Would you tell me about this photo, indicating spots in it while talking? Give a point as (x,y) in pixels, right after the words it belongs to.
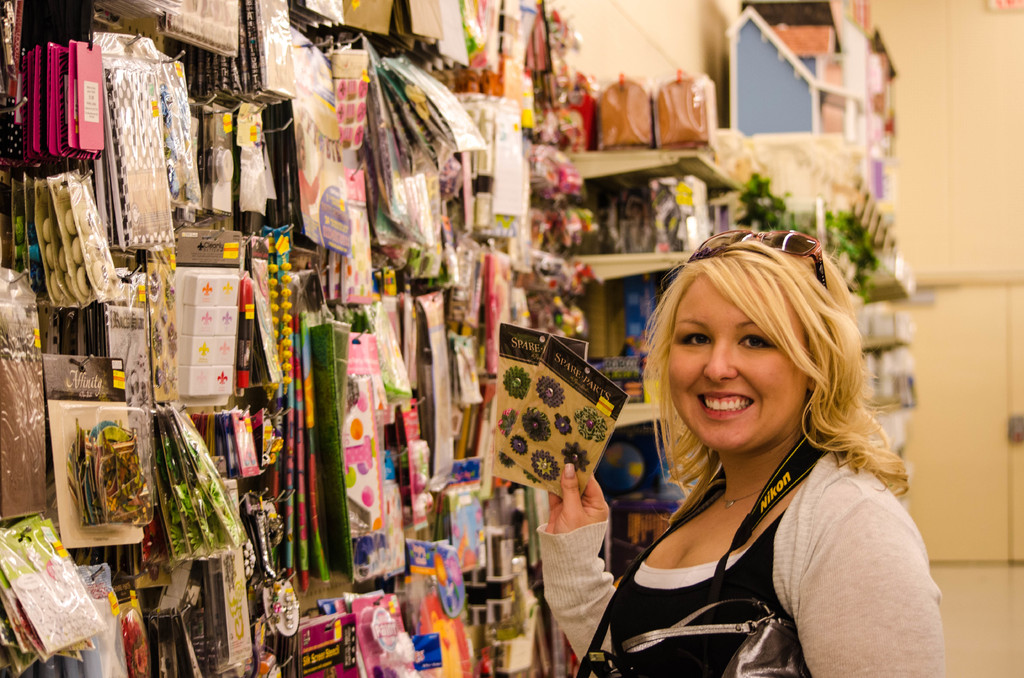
This image consists of a woman (723,487). She is wearing a camera (707,499). There are so many decorative items (33,473) in the middle (434,389).
